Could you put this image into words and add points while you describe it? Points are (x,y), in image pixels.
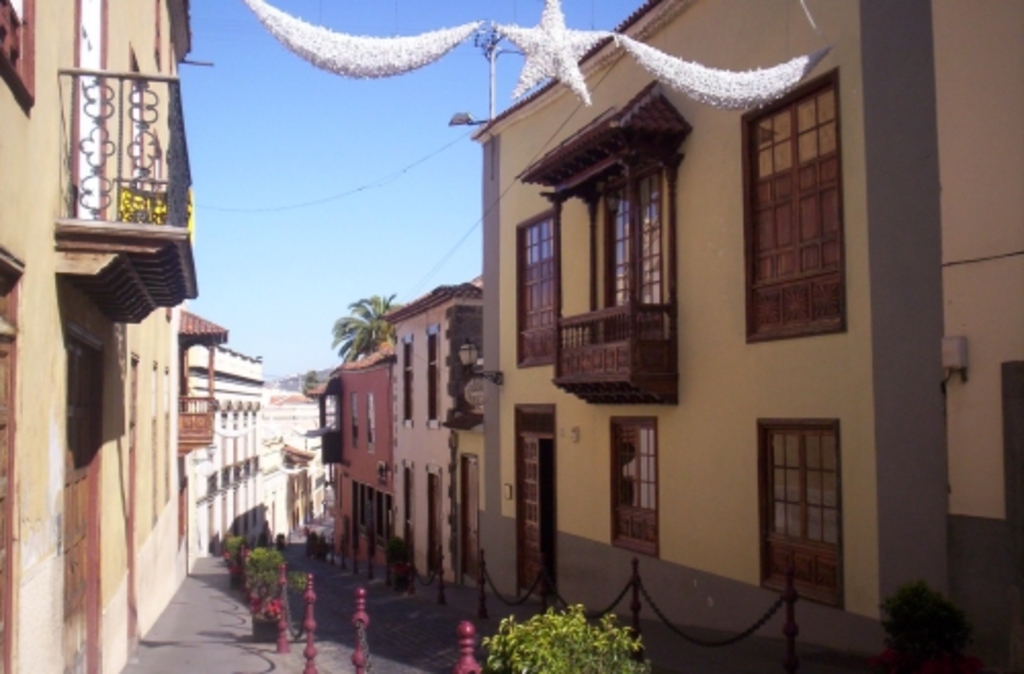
This image consists of many buildings (138,290). At the bottom (466,643), we can see a railing (466,658) along with chains (362,627). At the top (245,180), there is sky (309,312). At the bottom (223,657), there is road (454,665).
